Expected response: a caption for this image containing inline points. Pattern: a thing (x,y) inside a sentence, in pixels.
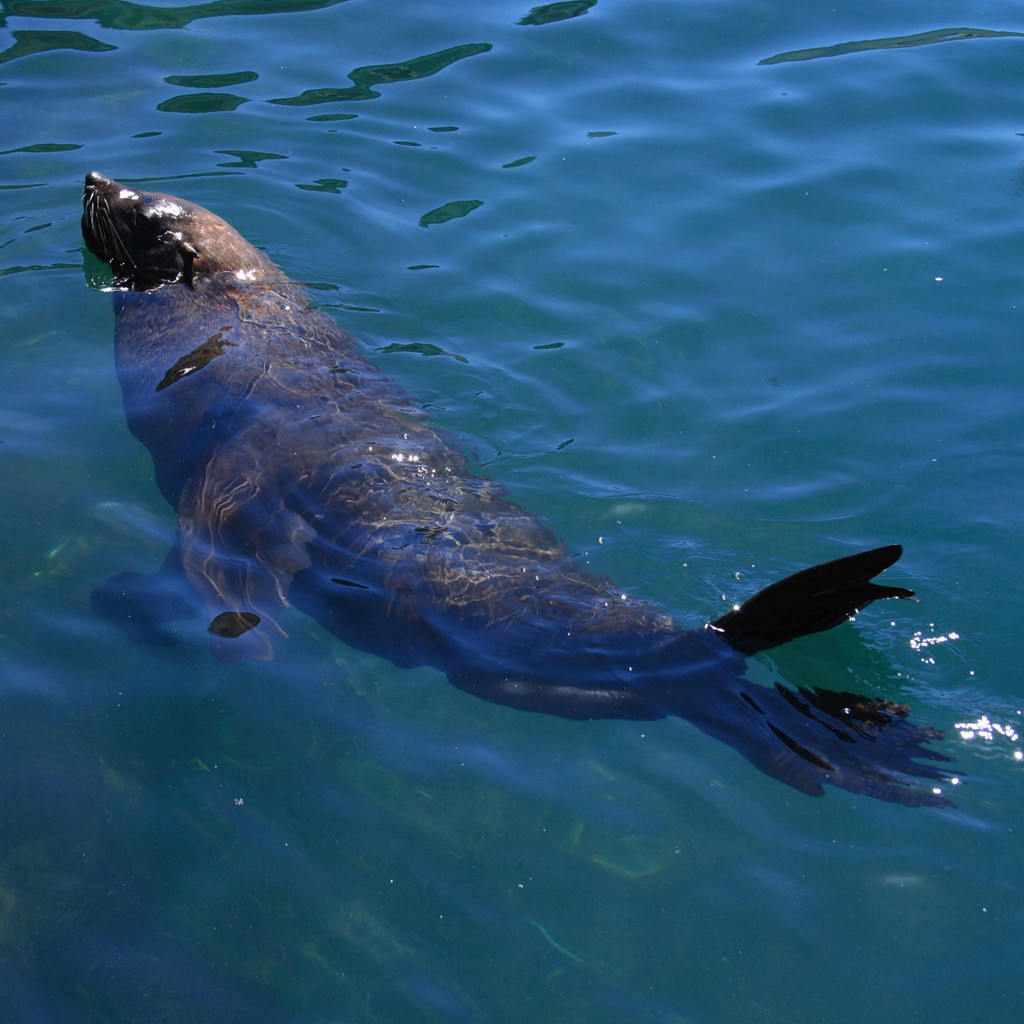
In this image, I can see a seal (192,212) in the water (473,431). This is the water (578,220) flowing.
